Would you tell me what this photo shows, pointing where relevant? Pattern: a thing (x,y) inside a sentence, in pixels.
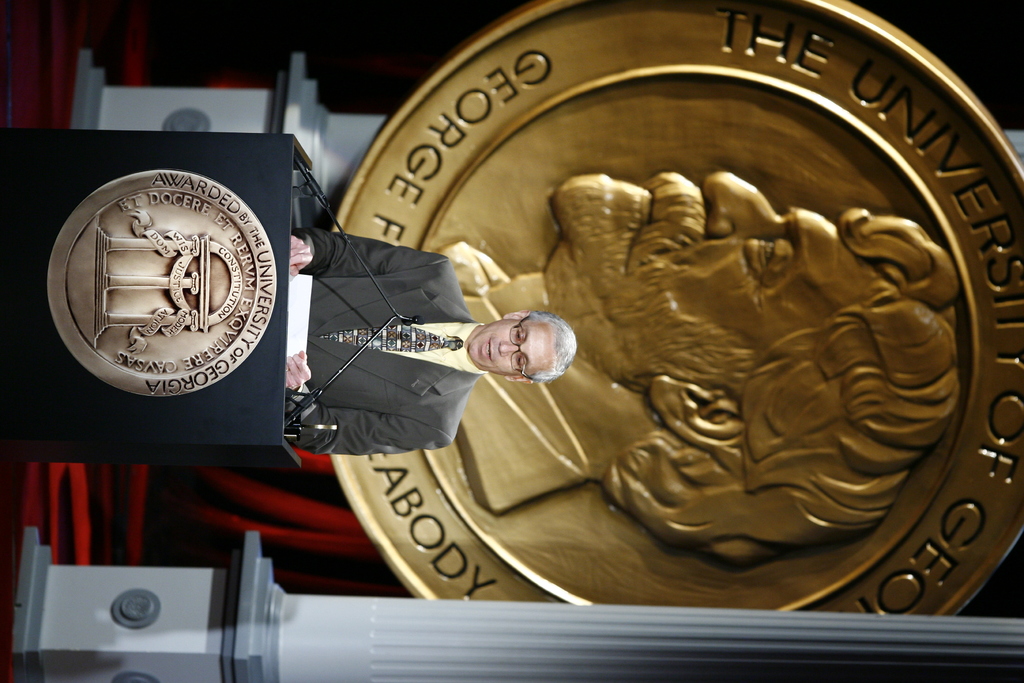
In this image we can see a person (323,295) standing at the podium (223,301) and mics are attached to it. In the background (574,240) we can see an emblem (559,222), curtain (385,96) and poles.
